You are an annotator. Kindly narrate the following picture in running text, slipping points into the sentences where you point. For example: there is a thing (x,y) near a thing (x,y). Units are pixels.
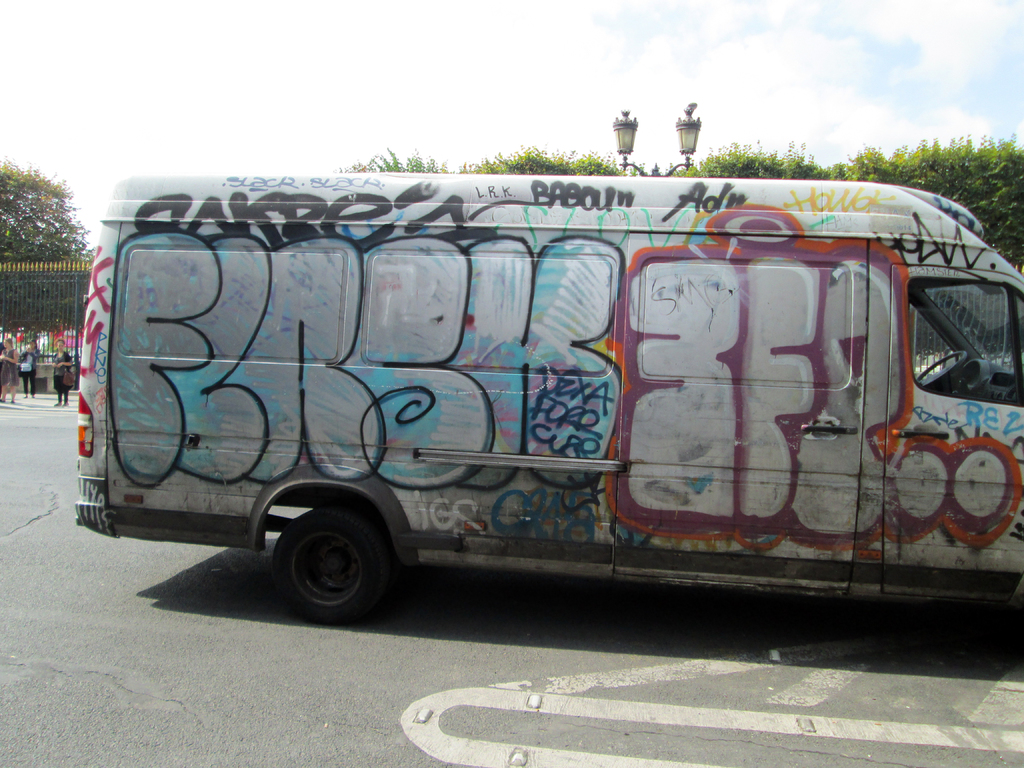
In this image I can see a vehicle (513,520) on the road (593,691) with alphabets (582,423) on it, on top of it there are two lights (629,143). Behind the vehicle (95,278) there are people (66,370) standing. On the top of the image (432,96) there is sky (643,28) and trees (1019,182).
